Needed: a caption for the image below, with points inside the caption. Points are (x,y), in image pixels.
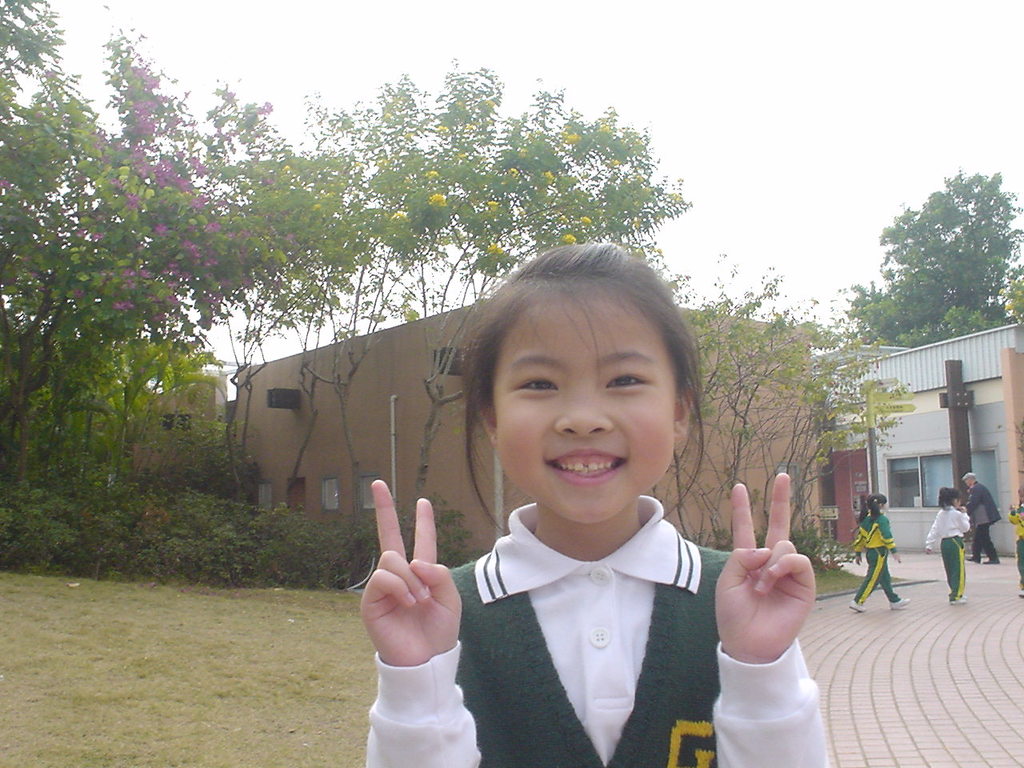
In this image we can see a few people (800,590) and some grass (227,676), plants (209,533), trees (6,331), flowers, there are few houses (409,452) and pipelines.
